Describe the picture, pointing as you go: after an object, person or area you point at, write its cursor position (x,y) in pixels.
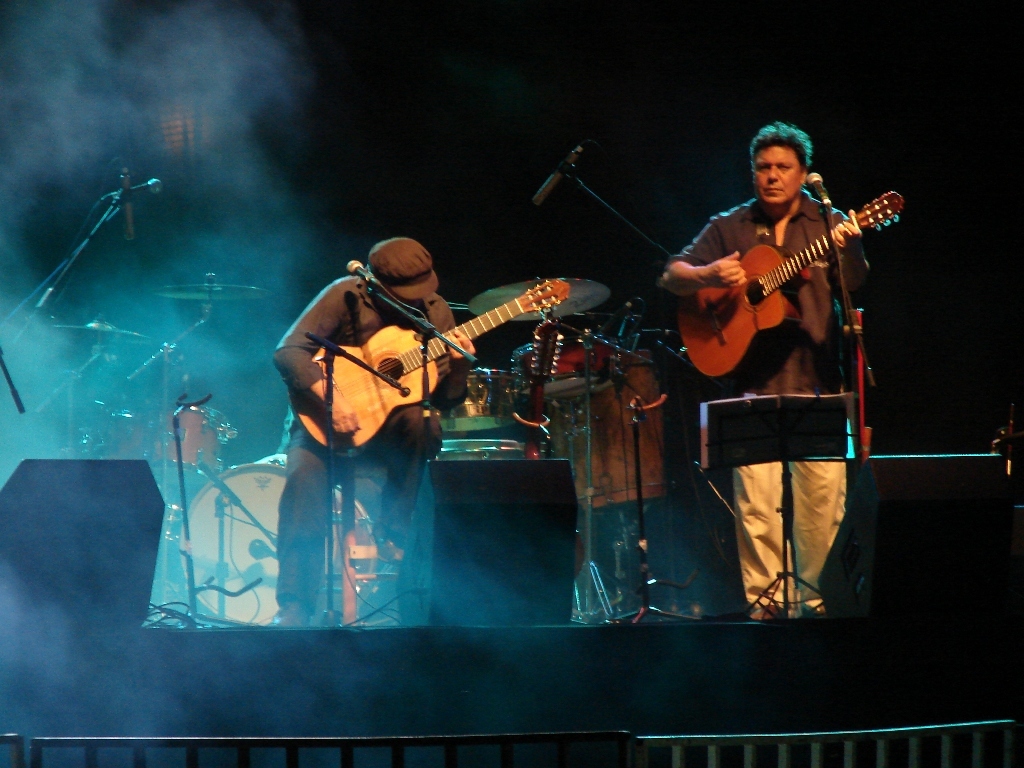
In this image there are two people (747,477). The man (399,423) in the center (398,501) is playing a guitar (417,379). On the right (752,471) there is another man (821,470) who is standing and holding a guitar (779,270) in his hand (835,233). There are mics (818,190) placed before them. In the background (490,374) there is a band (470,386).
